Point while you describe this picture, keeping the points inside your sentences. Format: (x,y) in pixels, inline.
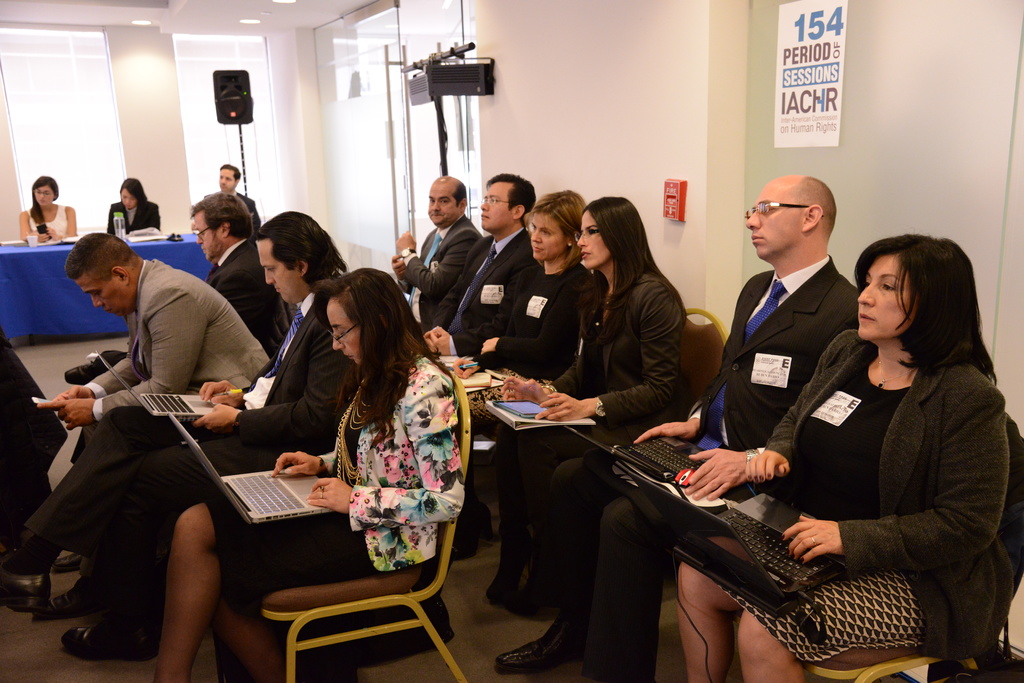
This is a picture taken in a room (479,342), there are a group of people (388,365) sitting on a chair (355,590) and they are working on their laptops (636,493). Background of this people (475,307) there is a wall (593,137) which is in white color. On the left side of this people (174,280) there are three people (128,207) sitting in front of the people (57,223) there is a table (39,282) on the table (61,290) there is a cup (29,244) and bottle (116,234).
